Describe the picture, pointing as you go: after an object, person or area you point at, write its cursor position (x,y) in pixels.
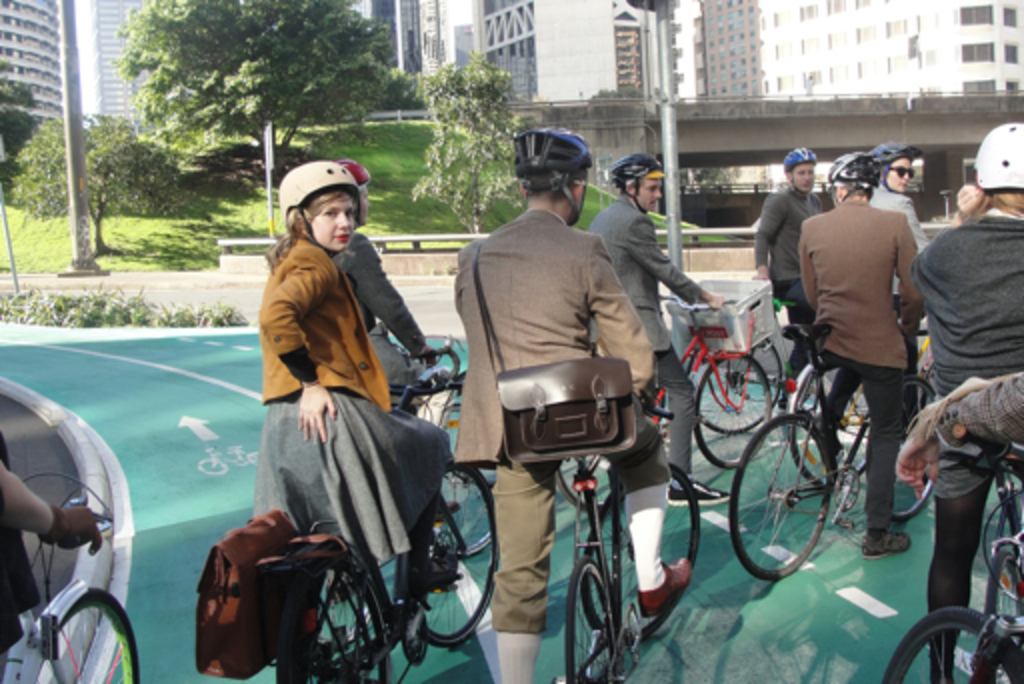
in the picture there are many people (661,342) wearing helmet (565,181) and sitting on the bicycle (595,536), there is building (566,26), there are many trees (441,166).
